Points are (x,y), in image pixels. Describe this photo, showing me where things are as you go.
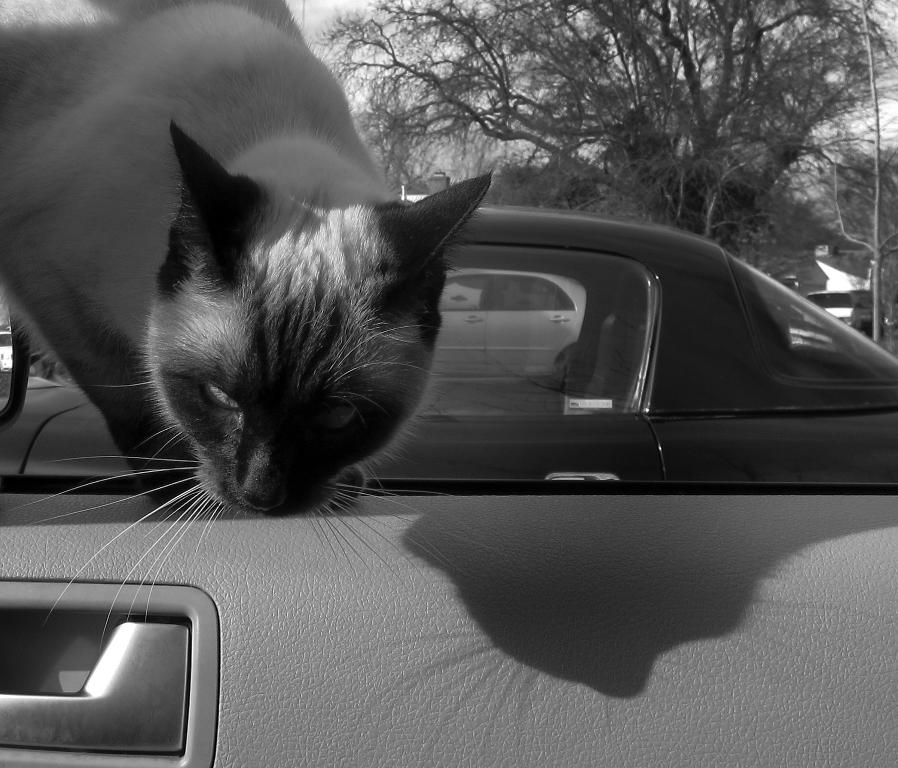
In this image there is a cat (170,457) inside the car (271,703), at the back (523,390) there is a black color car (602,395) and there is a tree (675,182), at the top (310,11) there is a sky (321,10).
